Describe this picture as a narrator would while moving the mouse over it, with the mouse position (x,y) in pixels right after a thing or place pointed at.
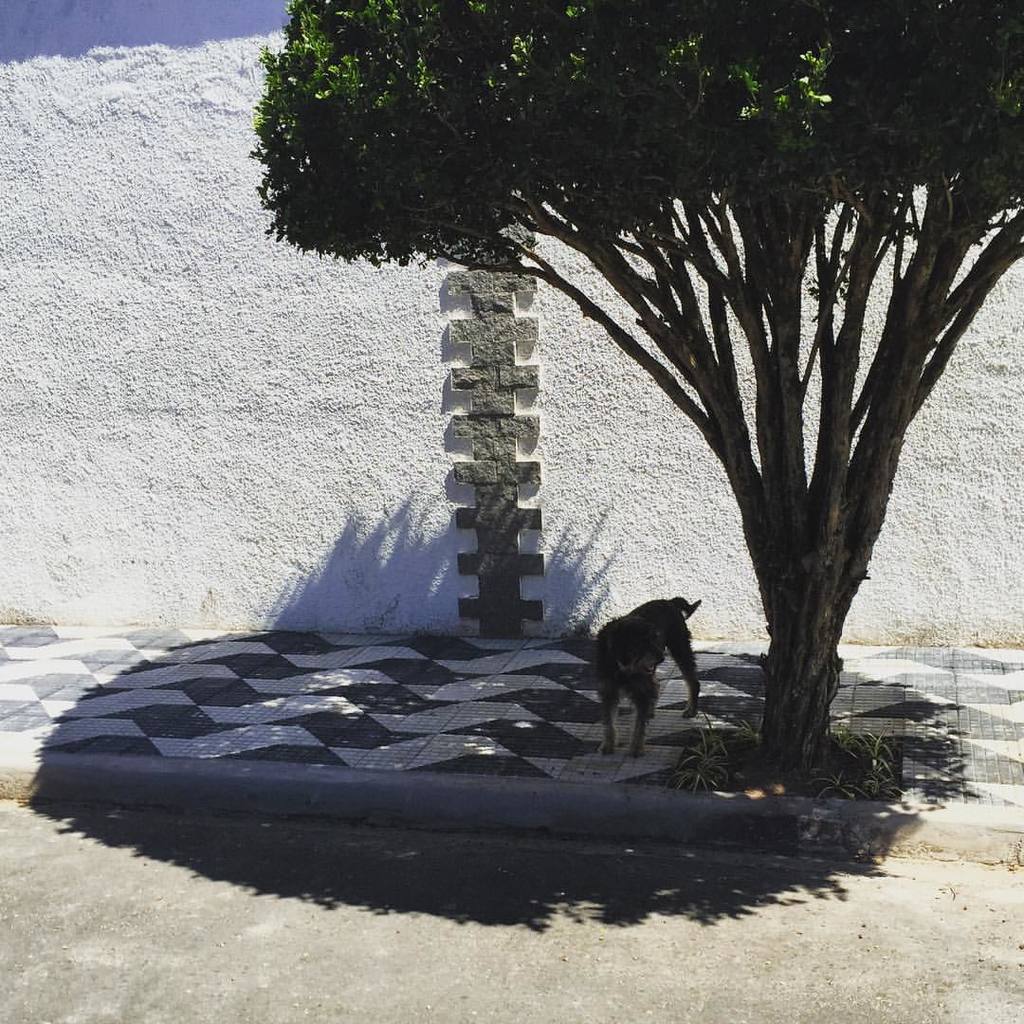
In this picture I can see a wall (303,289), a dog (644,681) and a tree (432,221).
